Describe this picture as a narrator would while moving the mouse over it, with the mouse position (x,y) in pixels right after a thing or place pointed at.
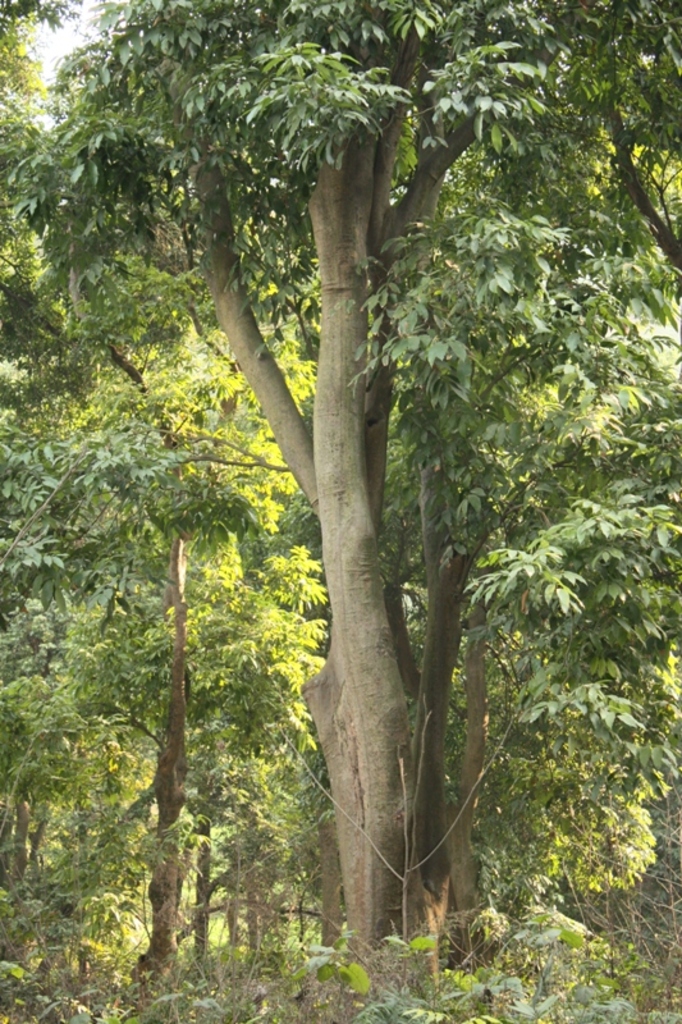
In this image, I can see the trees (189,541) with branches (182,486) and leaves (500,260). These leaves (494,277) are green in color.
